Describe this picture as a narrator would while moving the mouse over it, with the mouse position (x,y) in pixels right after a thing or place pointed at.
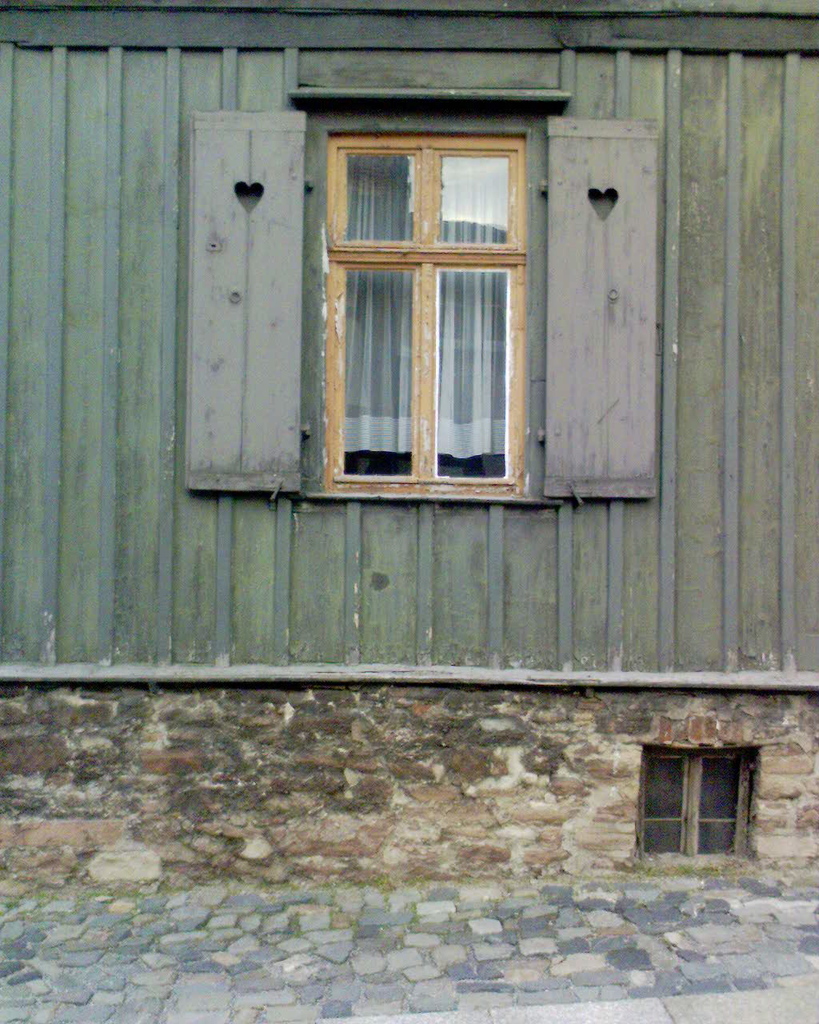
In this image there is a wall (363,719) and on the top of the wall (431,730) there is a wooden panel (468,587) and there is a window (400,300).
